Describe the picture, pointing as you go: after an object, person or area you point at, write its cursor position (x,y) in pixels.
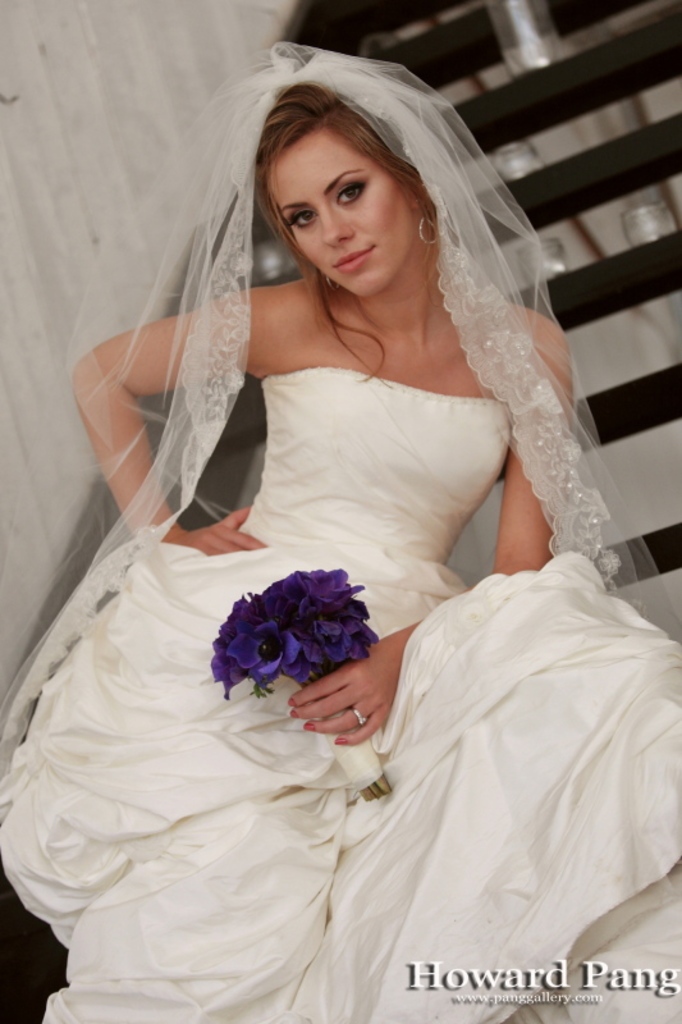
In the middle of the image (423,486) a woman (307,491) is sitting and holding some flowers (319,580) and smiling. Behind her there is a staircase (506,62) and wall (103,52).
